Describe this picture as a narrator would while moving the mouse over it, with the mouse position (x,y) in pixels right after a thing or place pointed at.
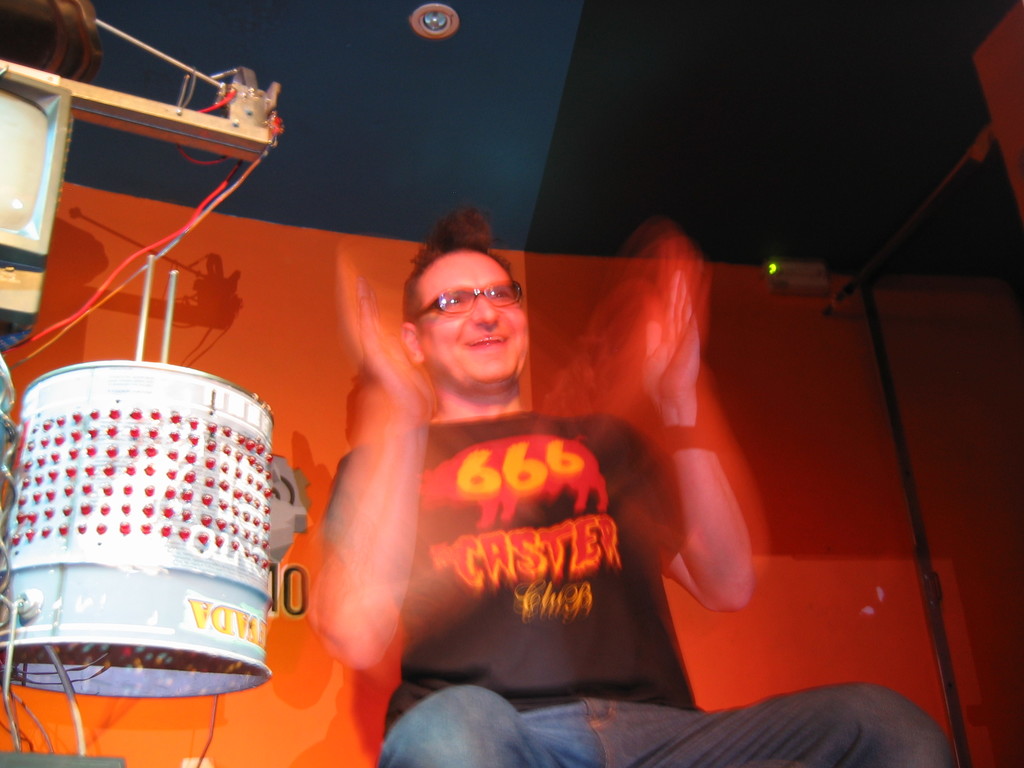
In the picture we can see a man (622,718) sitting and clapping hands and smiling, he is in black T-shirt (506,482) and beside him we can see some musical instruments (36,482) and behind him we can see a red color banner (326,265) and to the ceiling (286,176) we can see a light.
